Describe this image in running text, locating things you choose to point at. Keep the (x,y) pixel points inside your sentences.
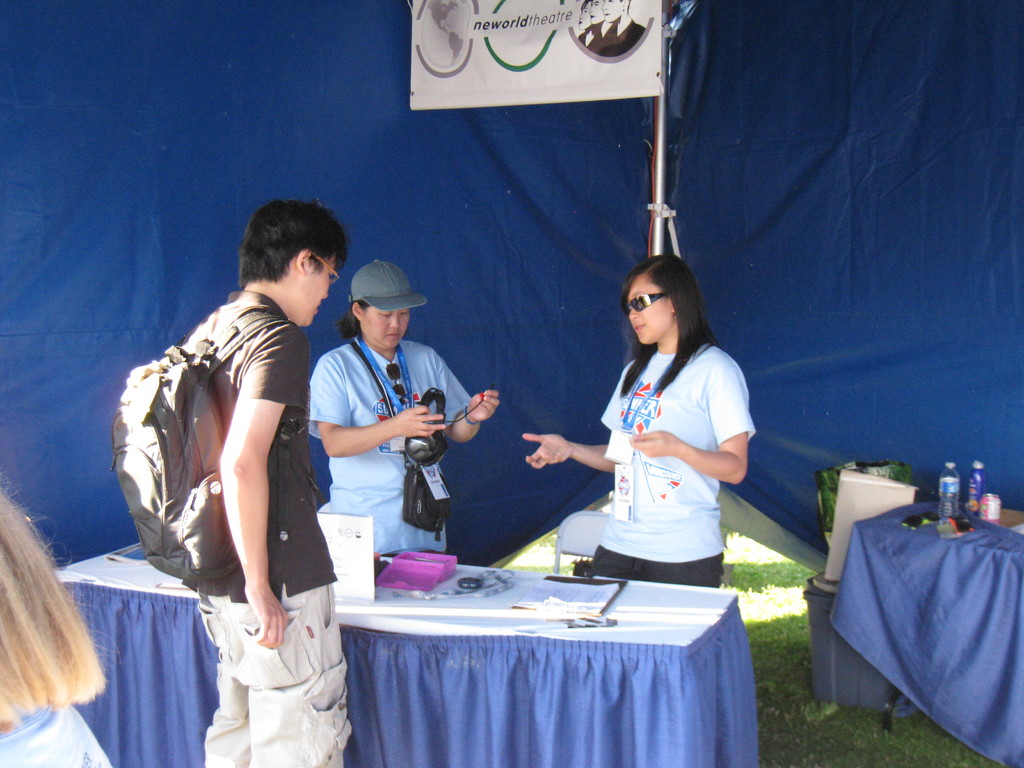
There are three persons (715,391) standing. A person (644,450) wearing a white t shirt (692,395) is wearing goggles (641,299). In the center (374,432) lady (376,447) wearing a blue t shirt (400,456) is holding headset (434,443) wearing a cap (367,299). The man (266,402) is wearing a bag (198,518). There is a table (500,603). In the background (356,164) there is a blue sheet (489,184). A banner (582,80) is over the stand (659,201). On the table (610,638) there are papers (582,599), boxes (430,568), bottles (944,497), goggles (913,520) are there. In the ground (826,717) it is a grass lawn (762,603).
